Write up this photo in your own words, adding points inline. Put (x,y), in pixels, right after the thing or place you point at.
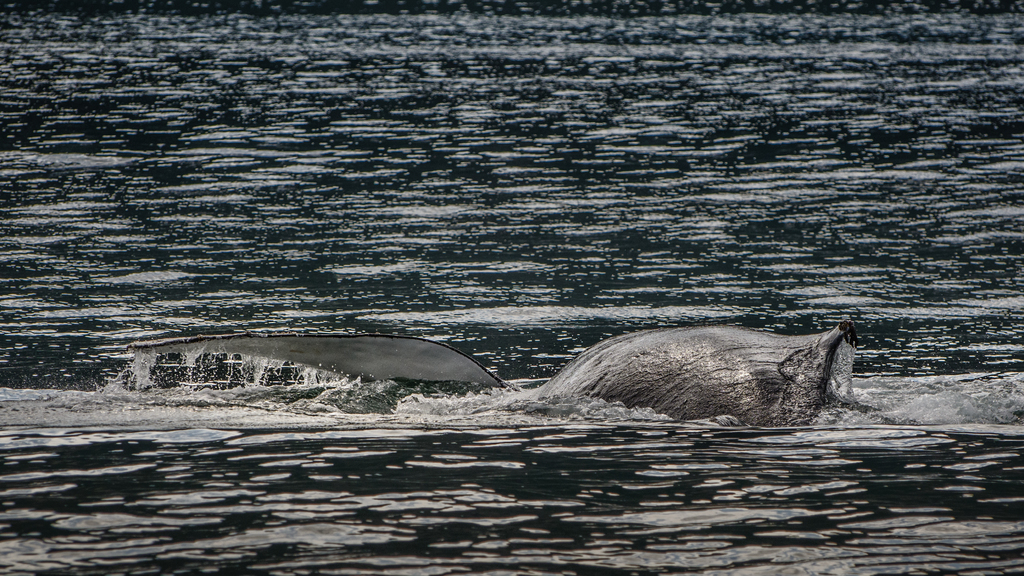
In this image we can see an aquatic animal (687,375) in the water body (811,426).
